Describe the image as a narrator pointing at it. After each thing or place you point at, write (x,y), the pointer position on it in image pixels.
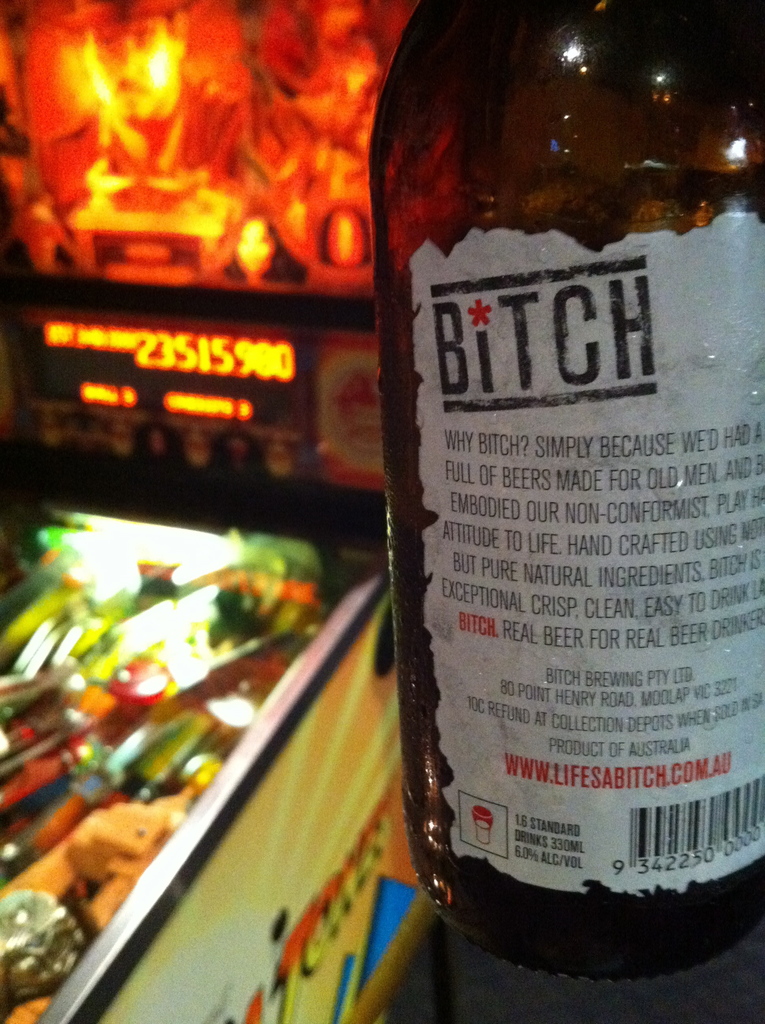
In this image, there is a bottle (506,401). On this bottle (607,339), there is a label (610,298). This label (632,312) contains some text (622,335).
